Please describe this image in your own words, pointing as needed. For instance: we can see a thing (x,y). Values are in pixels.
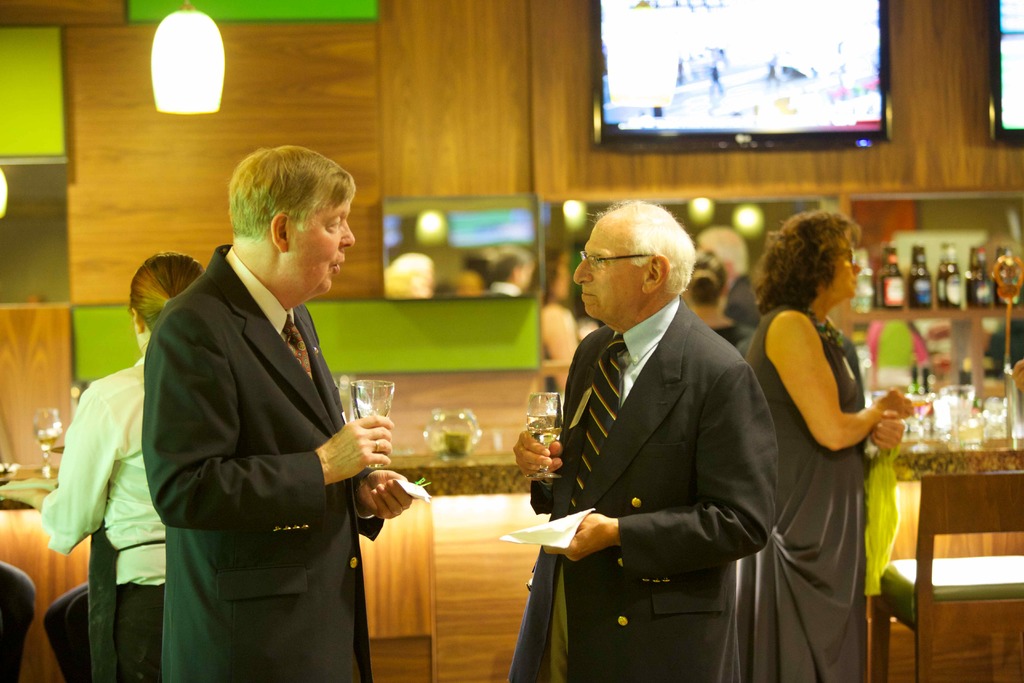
In this image there are two people (750,459) holding glasses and looking at each other, behind them there are people (793,335) and in the background (902,463) there is a bar (955,453) which contains bottles (957,285) and glass (990,430), there is a television (761,124) and a light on the walls (32,389).
